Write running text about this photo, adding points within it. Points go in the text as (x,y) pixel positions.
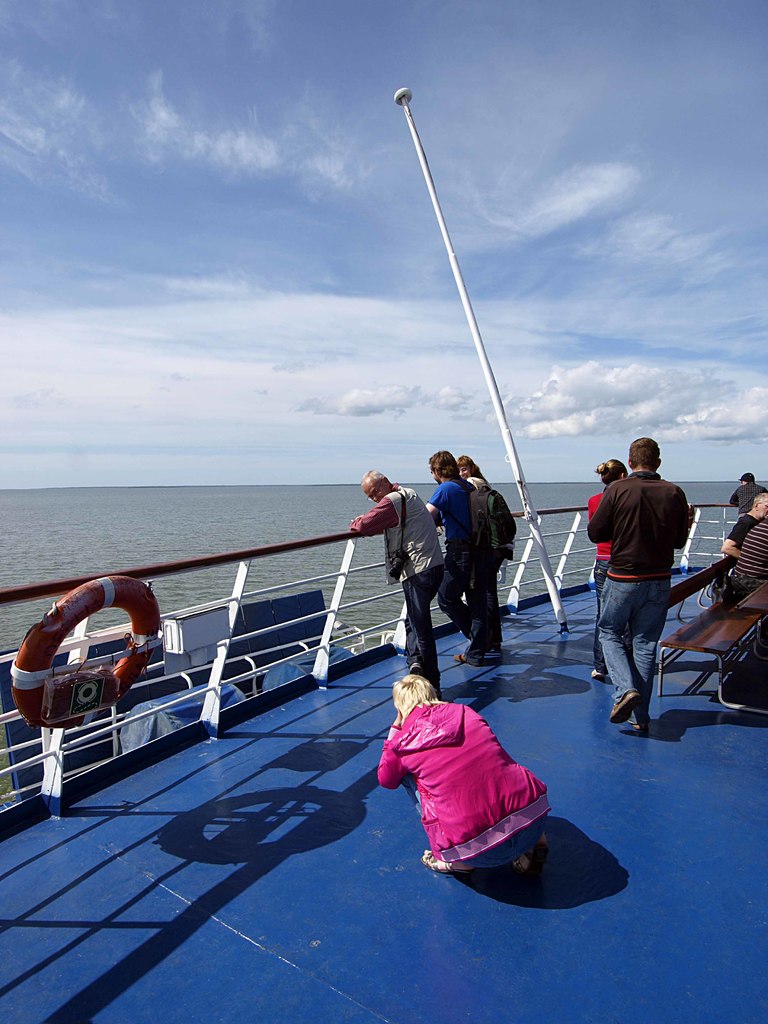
There is a ship (179,846). On the ship (187,878) there are people (609,584). Also there is a railing (265,632) with tube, pole (555,605) and benches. In the background (391,218) there is water (238,506) and sky (355,325) with clouds (343,331).
